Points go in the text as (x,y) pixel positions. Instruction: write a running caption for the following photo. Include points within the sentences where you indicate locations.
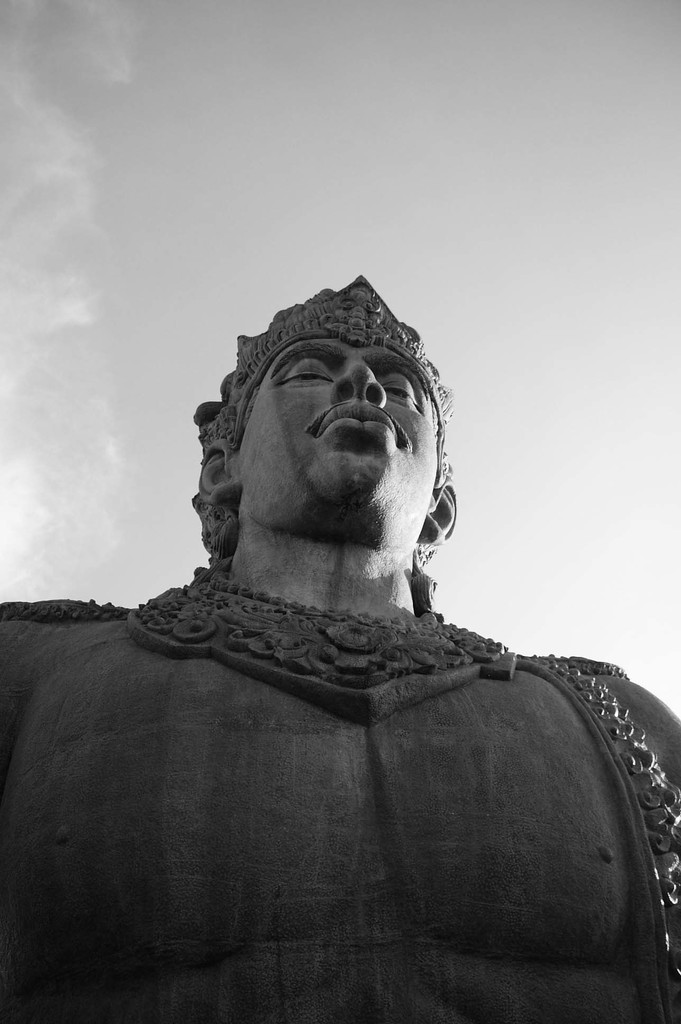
In the center of the image (419,667) we can see one statue (382,746), which is in black color. In the background (102,249) we can see the sky (295,273) and clouds (59,374).
